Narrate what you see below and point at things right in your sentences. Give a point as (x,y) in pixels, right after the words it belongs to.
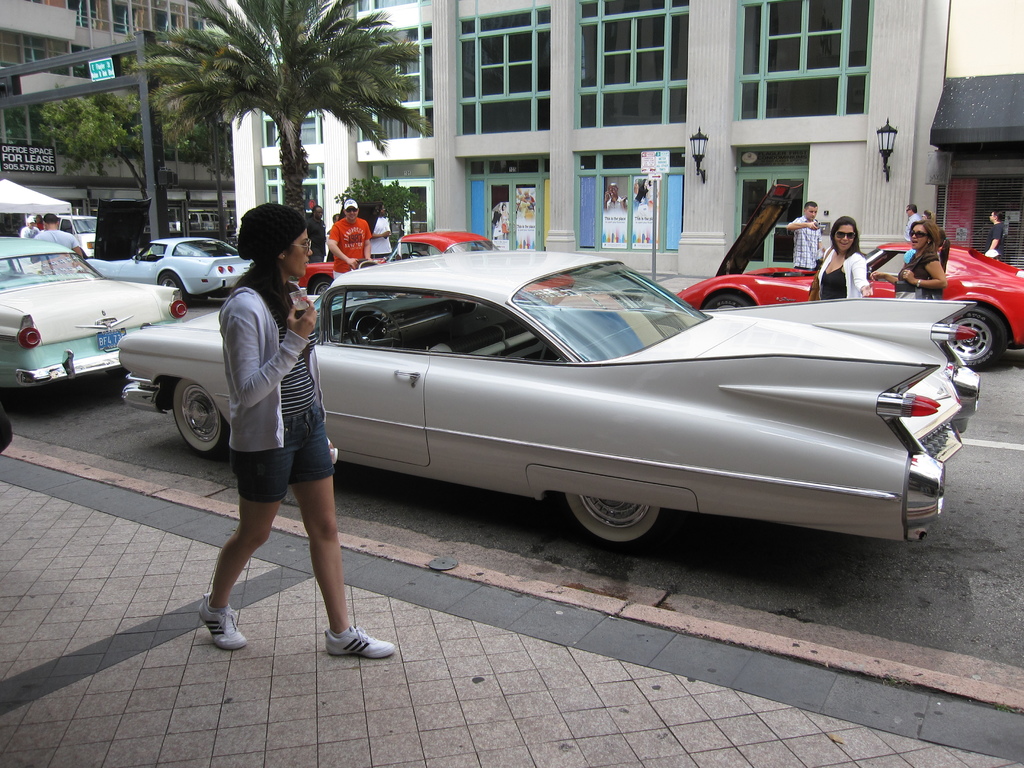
In the background (603,106) we can see buildings (694,119), people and trees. We can see vehicles (933,422) on the road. On the left side of the picture (214,595) we can see a person (335,634) walking.
